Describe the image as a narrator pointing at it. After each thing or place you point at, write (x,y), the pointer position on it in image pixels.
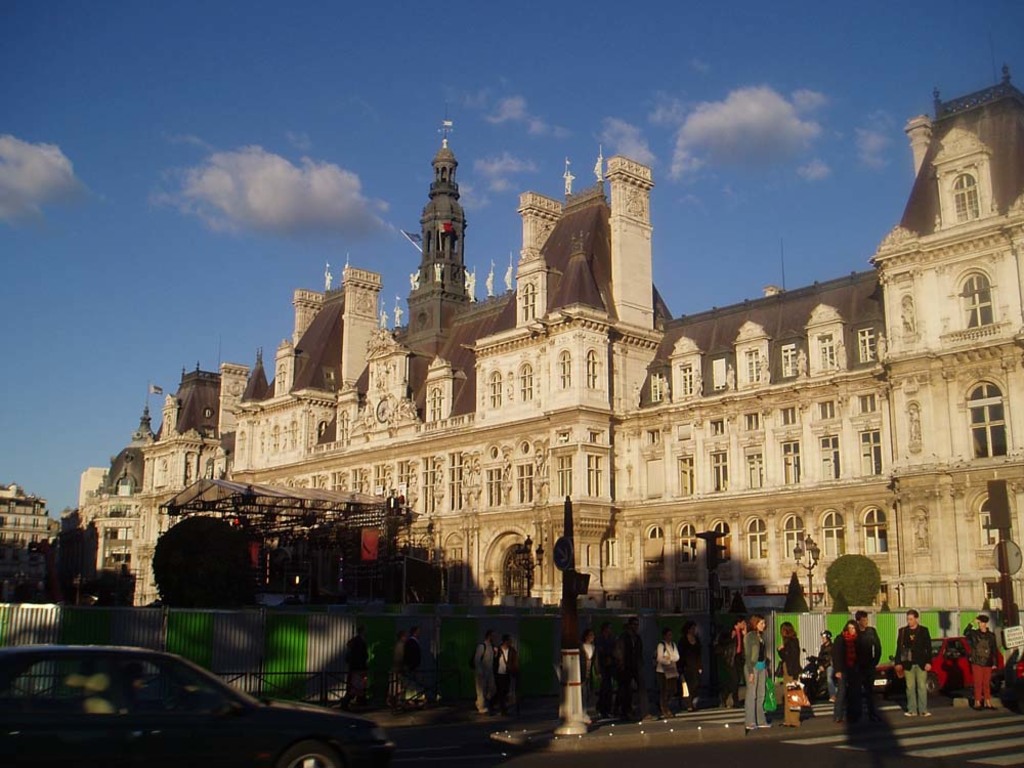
In the picture there is a gigantic palace (435,450) and there is a fencing (108,624) around the palace (774,533), in front of the fencing (644,659) few people (799,663) were standing and there is a car (249,737) moving on the road (890,695), the road (696,710) is partially covered with a shadow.
